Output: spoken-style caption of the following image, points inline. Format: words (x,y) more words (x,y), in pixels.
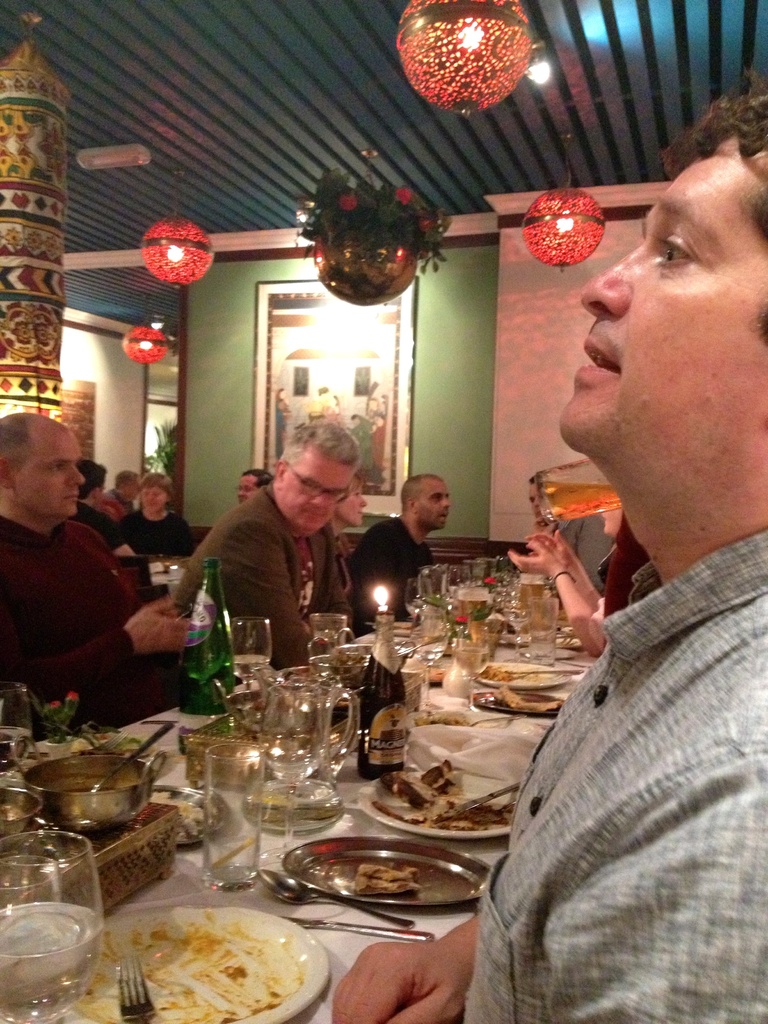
Here we can see some persons (270,527) are sitting on the chairs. This is table (322,1011). On the table (423,857) there are bottles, glasses (249,775), plates (326,843), bowls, and spoons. On the background (526,493) there is a wall (480,386) and this is frame (412,365). These are the lights (446,8) and this is roof (293,81).
